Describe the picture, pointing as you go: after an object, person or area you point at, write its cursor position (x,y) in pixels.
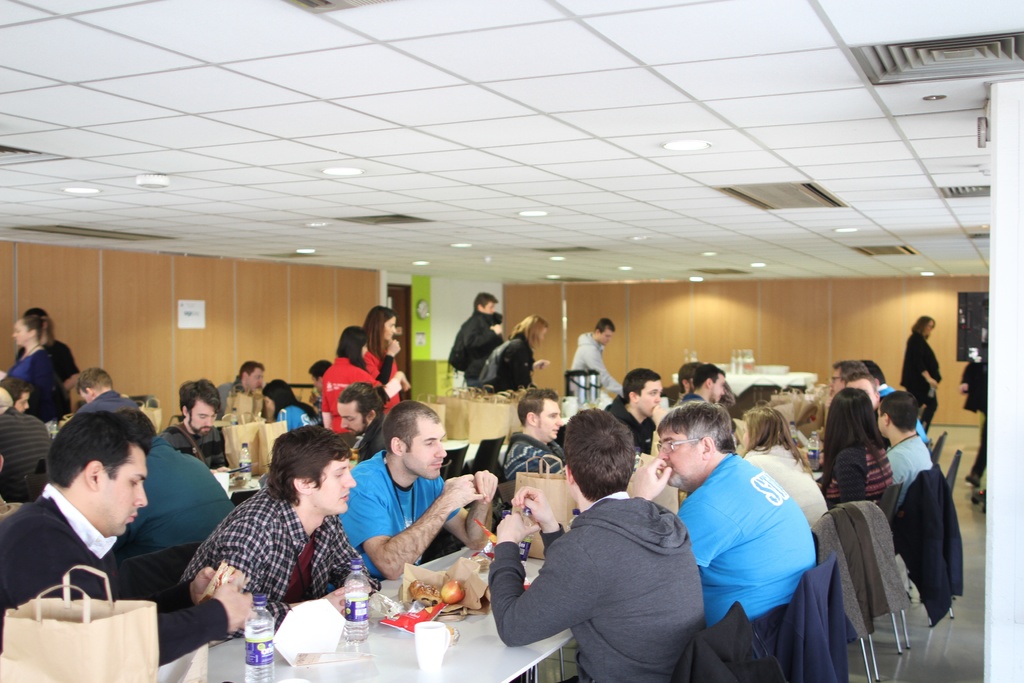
There are group of people (560,409) in a image, few are standing and the rest are sitting on the chair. There are bottles (359,598), food (410,626) and bags (143,632) on the table (483,634). At the back (403,310) there is a door (395,292) and at the top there is a light (342,177).
